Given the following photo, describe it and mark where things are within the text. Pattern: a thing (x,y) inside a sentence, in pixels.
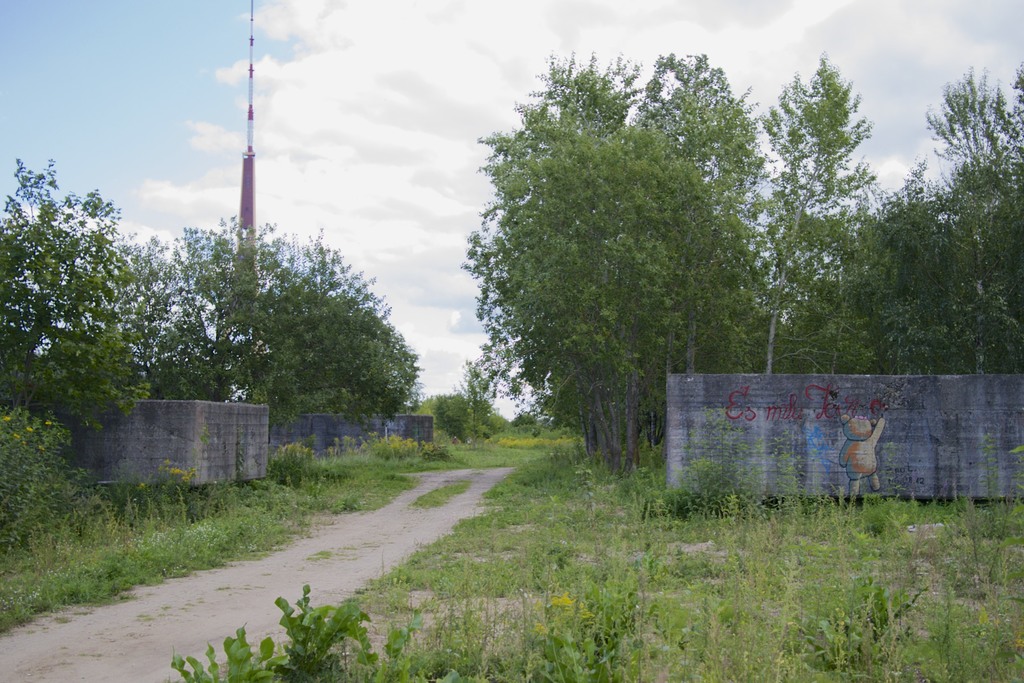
In this image we can see trees (836,178), plants (301,659), pole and in the background (224,97) we can see the sky (209,118).
